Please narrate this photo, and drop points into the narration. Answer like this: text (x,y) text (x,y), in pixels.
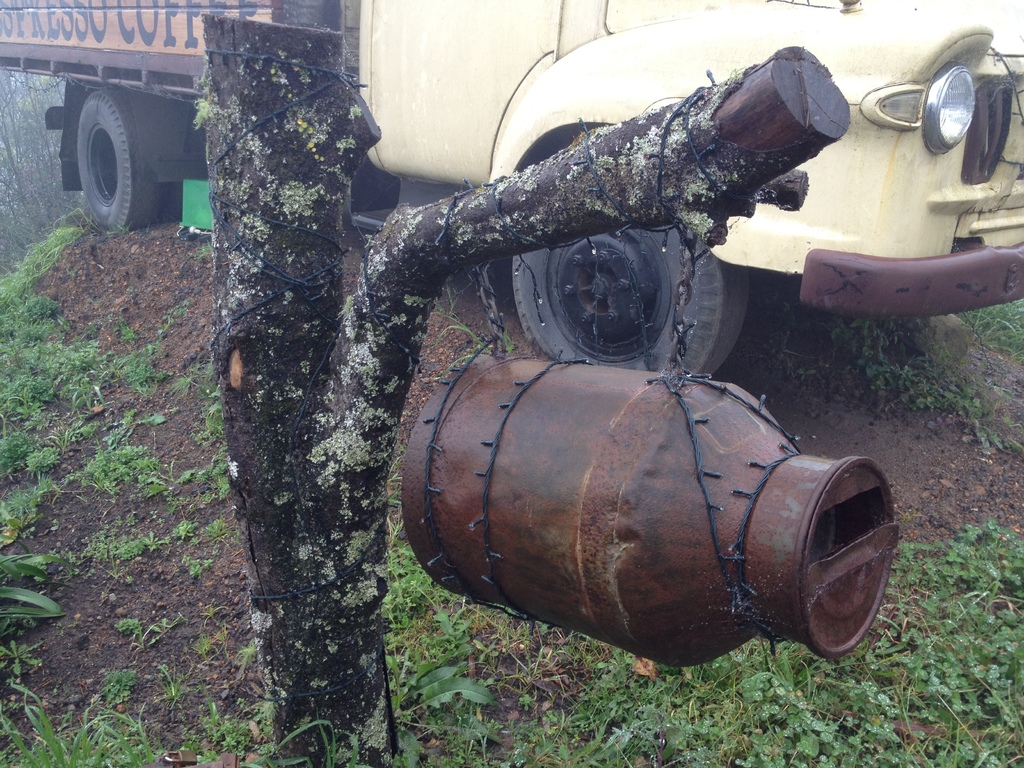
In this picture we can see a wooden trunk (395,325) and a can (498,495), beside to the can (658,521) we can find a truck (564,26), in the background (46,130) we can see few trees (4,157).
